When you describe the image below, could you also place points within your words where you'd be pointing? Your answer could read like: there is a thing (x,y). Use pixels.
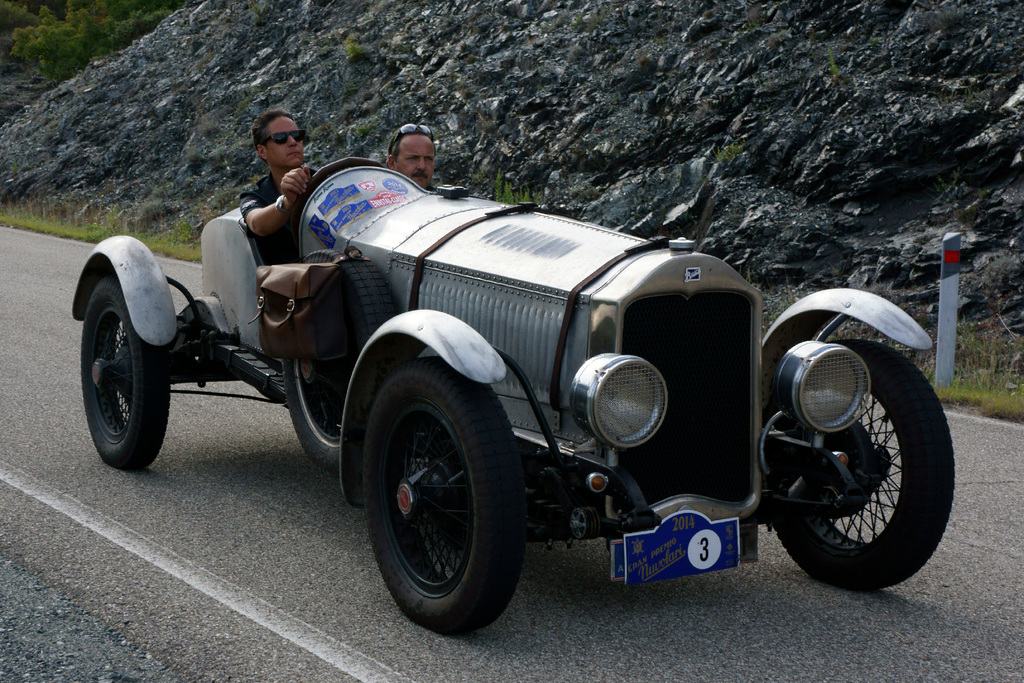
This is a picture taken in the outdoors. It is sunny. There are two persons (395,163) riding a vehicle (385,240). Background of this vehicle (370,237) is a mountain (554,72).
